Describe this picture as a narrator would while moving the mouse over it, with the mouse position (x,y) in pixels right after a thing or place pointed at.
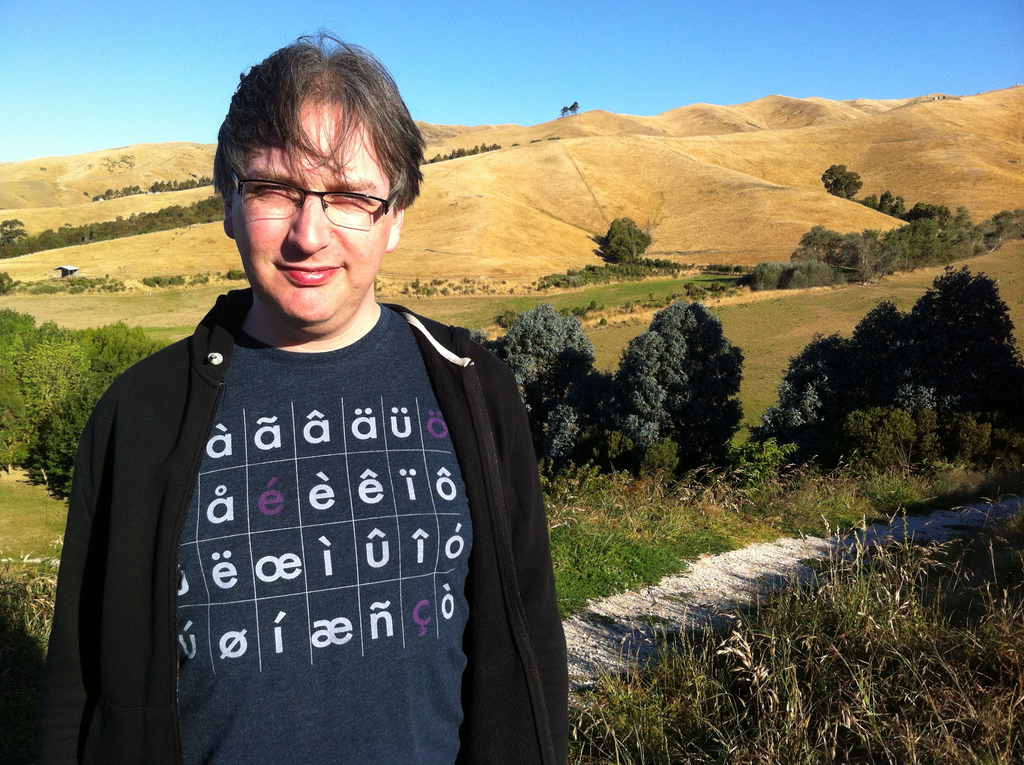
In this picture I can see a man (409,400) and I can see trees (617,394) and grass (701,658) on the ground (738,671) and I can see man (377,510) is wearing spectacles (339,212) and I can see blue sky (62,92).
